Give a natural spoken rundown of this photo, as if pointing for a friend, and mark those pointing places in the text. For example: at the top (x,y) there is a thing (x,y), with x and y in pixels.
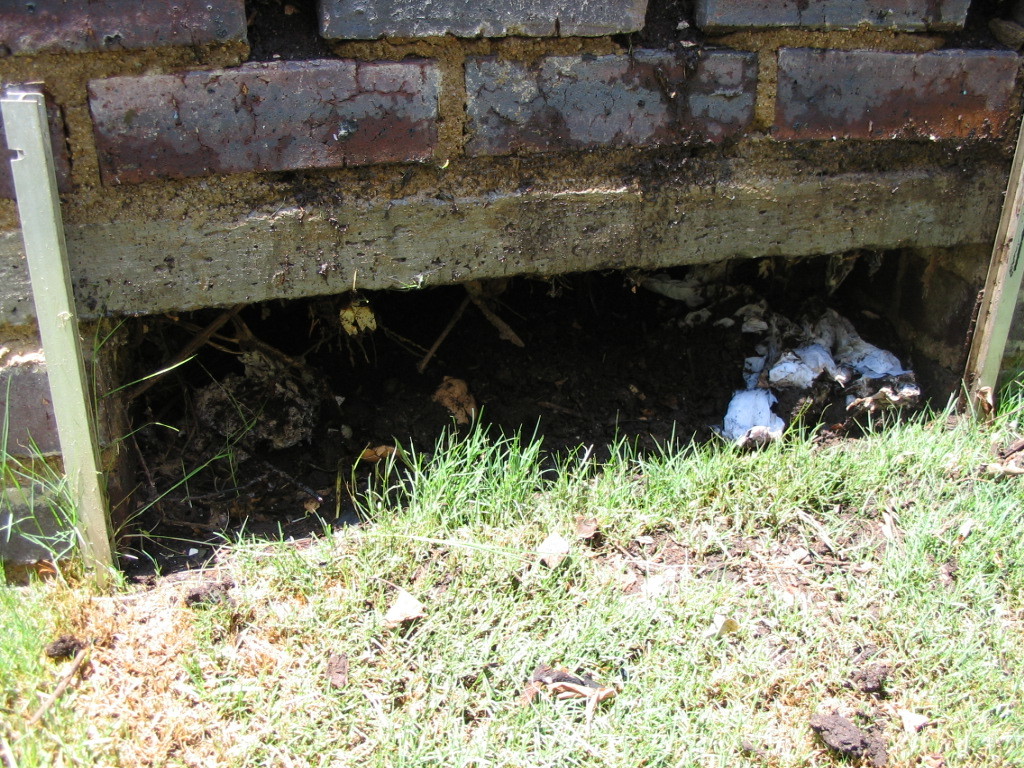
In this image we can see grass (621,710), rods (16,100), and wall (115,99).
